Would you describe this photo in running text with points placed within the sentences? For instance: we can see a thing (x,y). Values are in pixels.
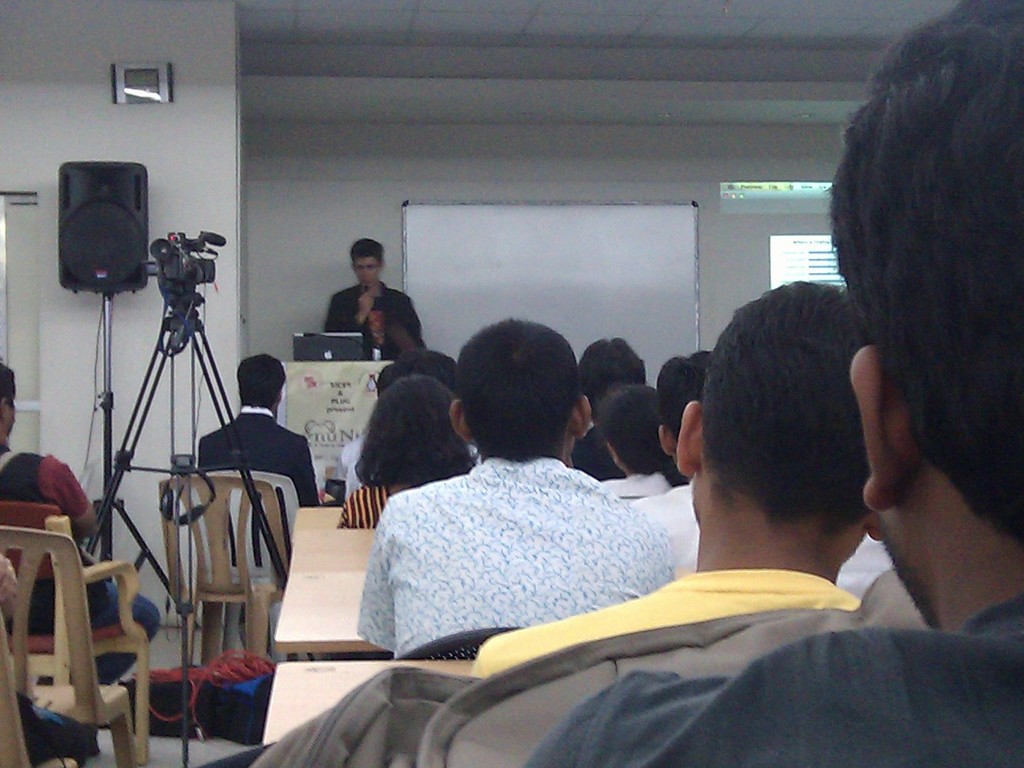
In this image On the right (764,457) there are many people (625,513) sitting on the chairs (459,644) and staring at the person (402,313). On the left (125,582) there is camera (176,283), speaker (93,271) and chairs (109,638). In the middle (378,319) there is a man (374,306) he is speaking something and staring at laptop (340,338). In the background (621,274) there is whiteboard (574,261), screen (764,219), wall (303,197) and clock (131,77).
